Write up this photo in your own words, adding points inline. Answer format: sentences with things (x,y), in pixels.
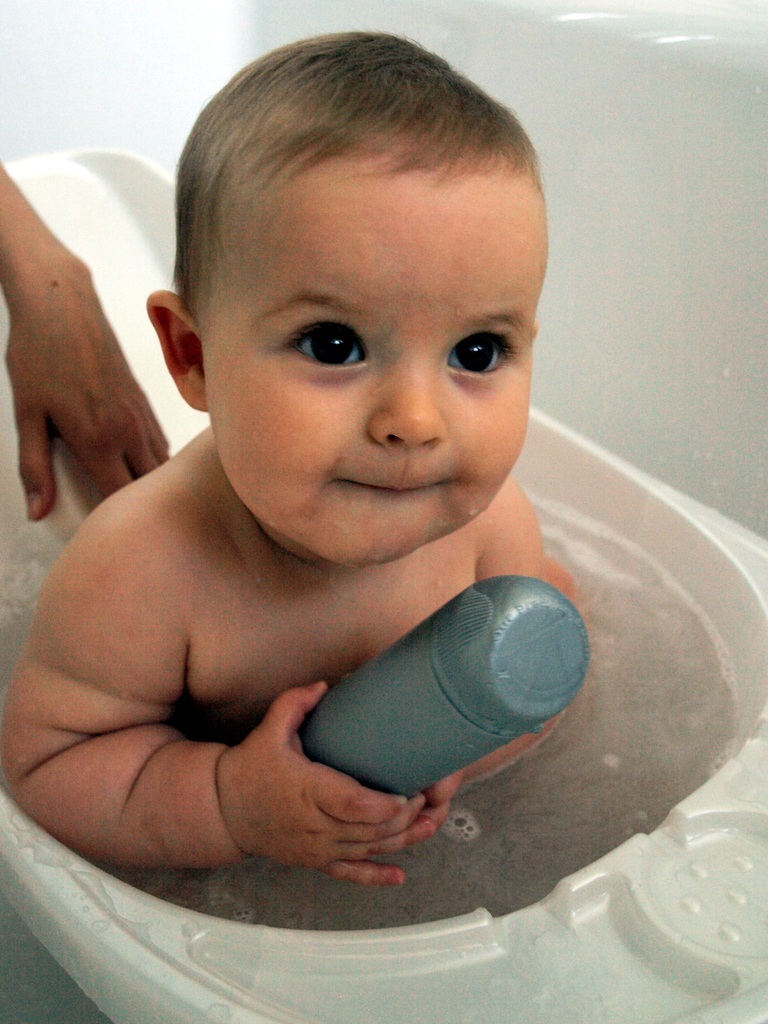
In this image we can see a baby (329,572) in a bathtub (28,888) and holding some object (432,665), in the background (102,339), we can see the wall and a person's hand (111,342).
